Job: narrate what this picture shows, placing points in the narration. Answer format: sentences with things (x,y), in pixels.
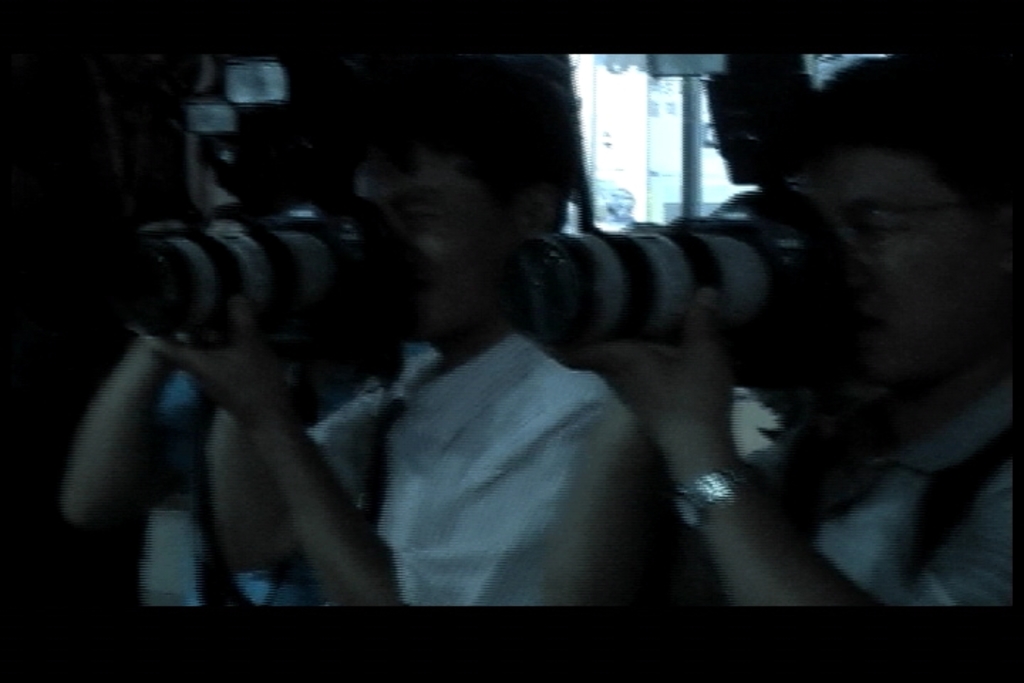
In this image, we can see two persons (739,504) holding cameras (646,268) with their hands (225,386).
